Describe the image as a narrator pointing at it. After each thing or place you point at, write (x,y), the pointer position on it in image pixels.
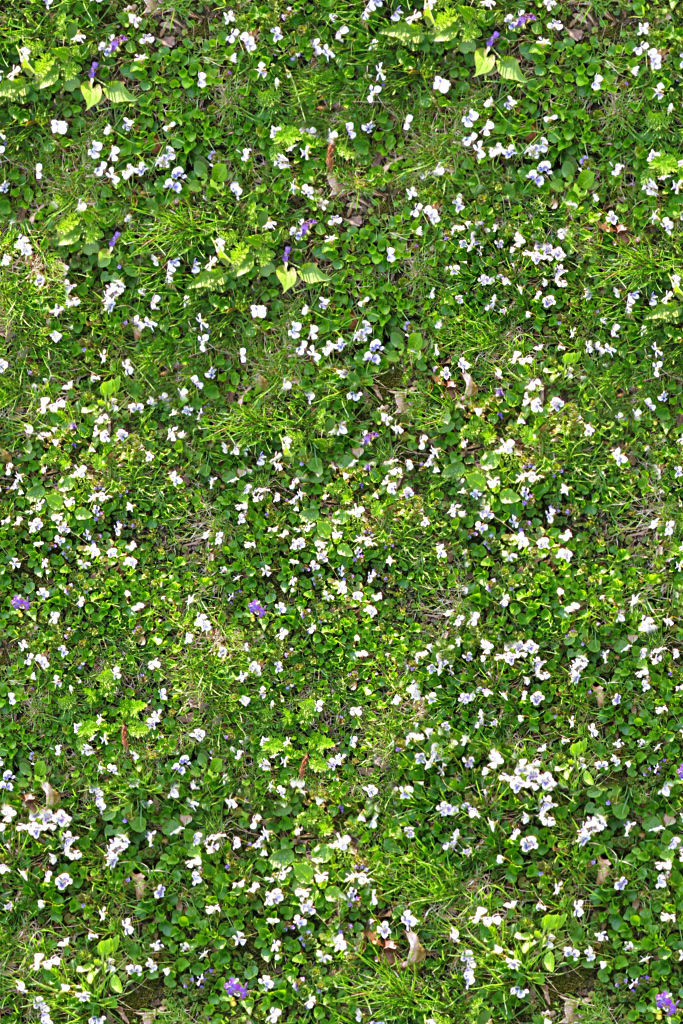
In this image I can see the flowers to the plants (287,398). These flowers (30,431) are in purple and white color.
